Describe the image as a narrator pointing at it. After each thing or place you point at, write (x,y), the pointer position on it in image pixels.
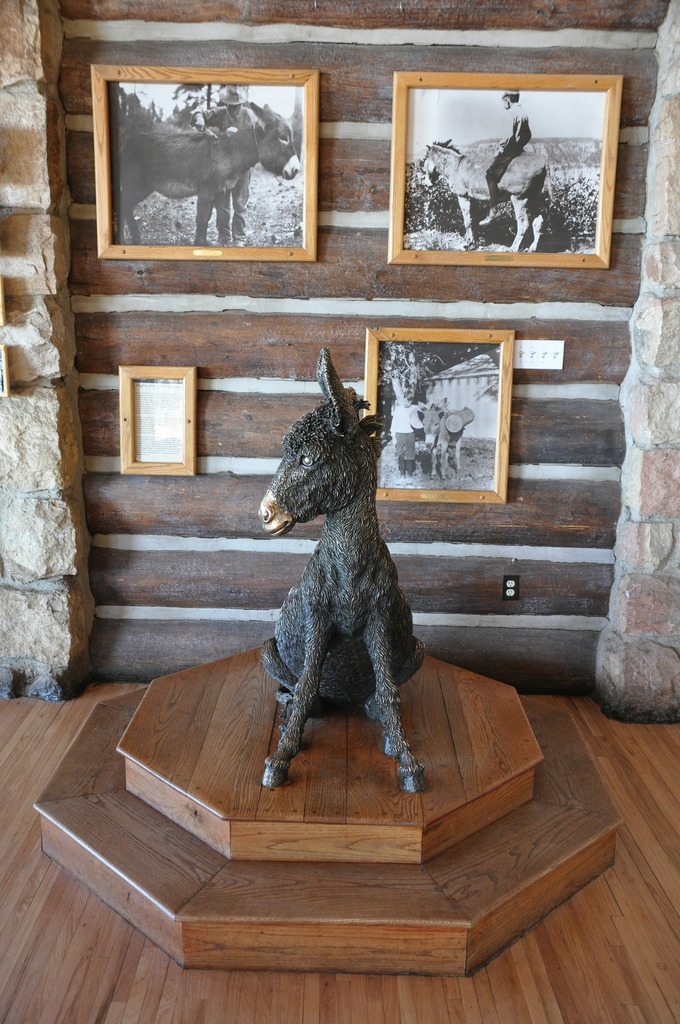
In this picture I see the brown color surface (186,772) in front (157,728) on which there is a sculpture (351,461) of an animal (333,523). In the background (95,484) I see the wall (561,62) on which there are photo frames (310,190) and I see few animals (206,159) and few persons (491,182) on the frames (438,208).
